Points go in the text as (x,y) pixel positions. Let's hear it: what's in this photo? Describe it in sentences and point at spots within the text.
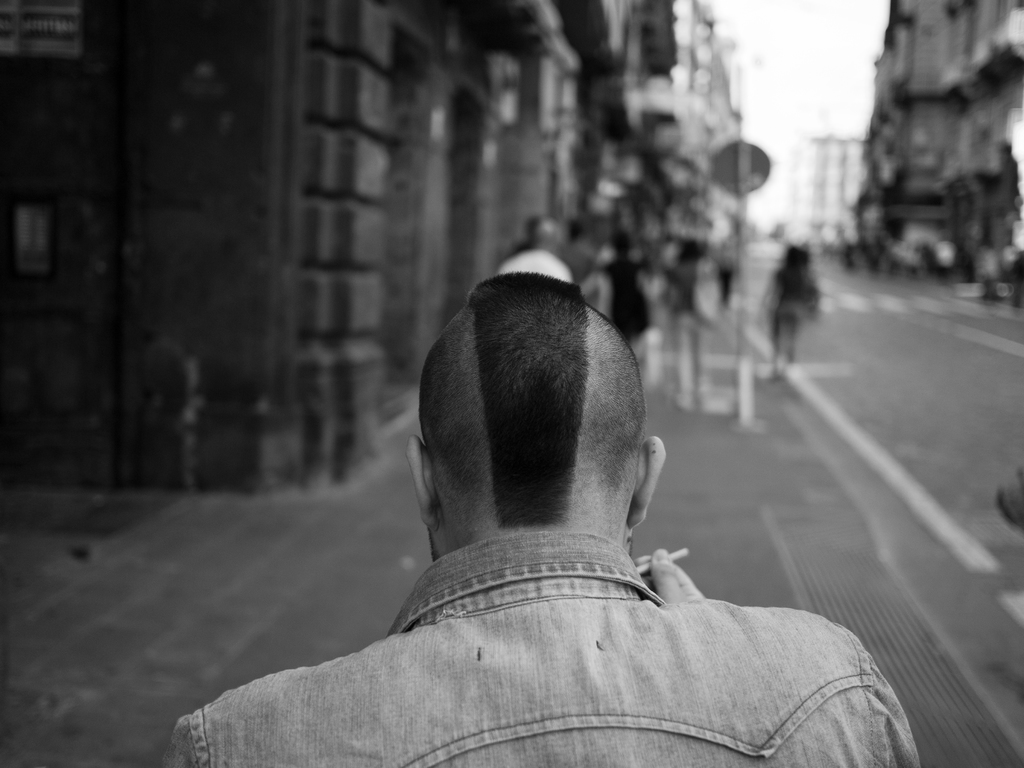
In this picture we can see a few people (660,733) on the path (371,609). We can see buildings (417,232), other objects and the sky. Background (995,110) is blurry.
